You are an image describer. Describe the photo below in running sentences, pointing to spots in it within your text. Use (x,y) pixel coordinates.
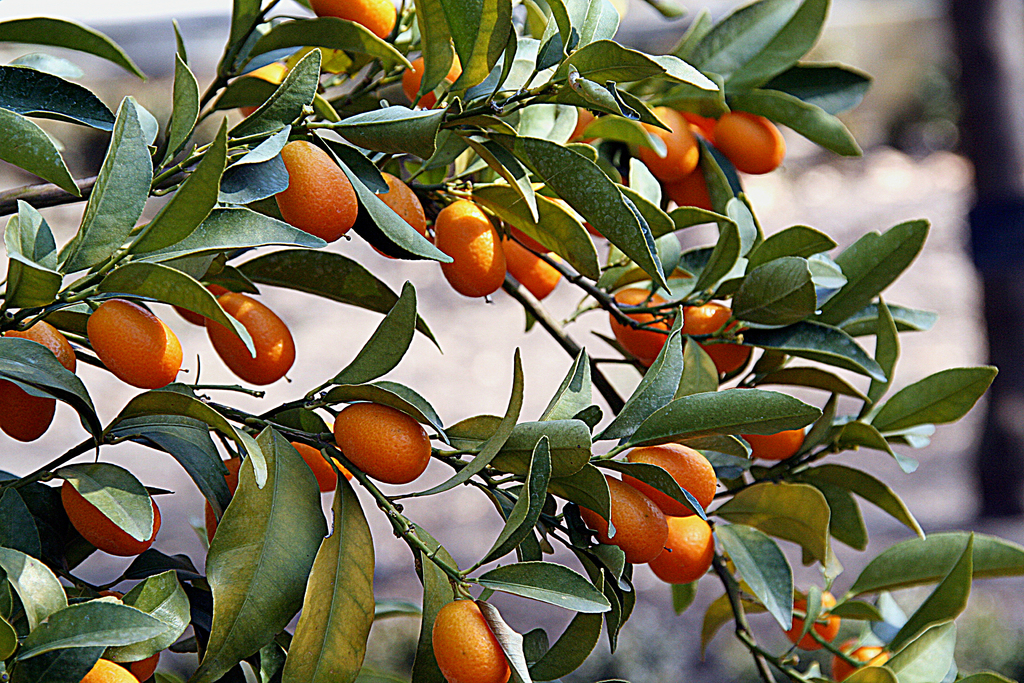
In this image I can see Kumquat plant (783,310) and the background (920,81) is blurred.
